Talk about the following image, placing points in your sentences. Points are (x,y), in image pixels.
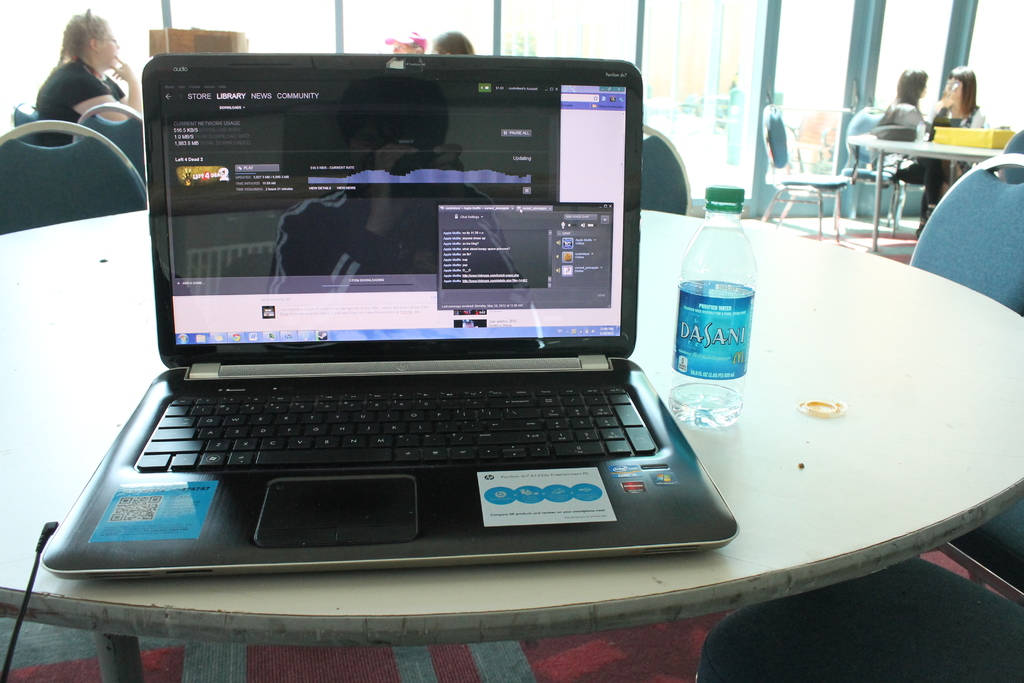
In the image we can see a table (842,493), on the table (833,388) there is a system (616,380) and water bottle (709,361) placed. There are even many chairs (946,256) around and there are people (937,122) sitting on the chair (874,118), the people (908,123) are wearing clothes (70,115). We can see even a glass window (684,71).
